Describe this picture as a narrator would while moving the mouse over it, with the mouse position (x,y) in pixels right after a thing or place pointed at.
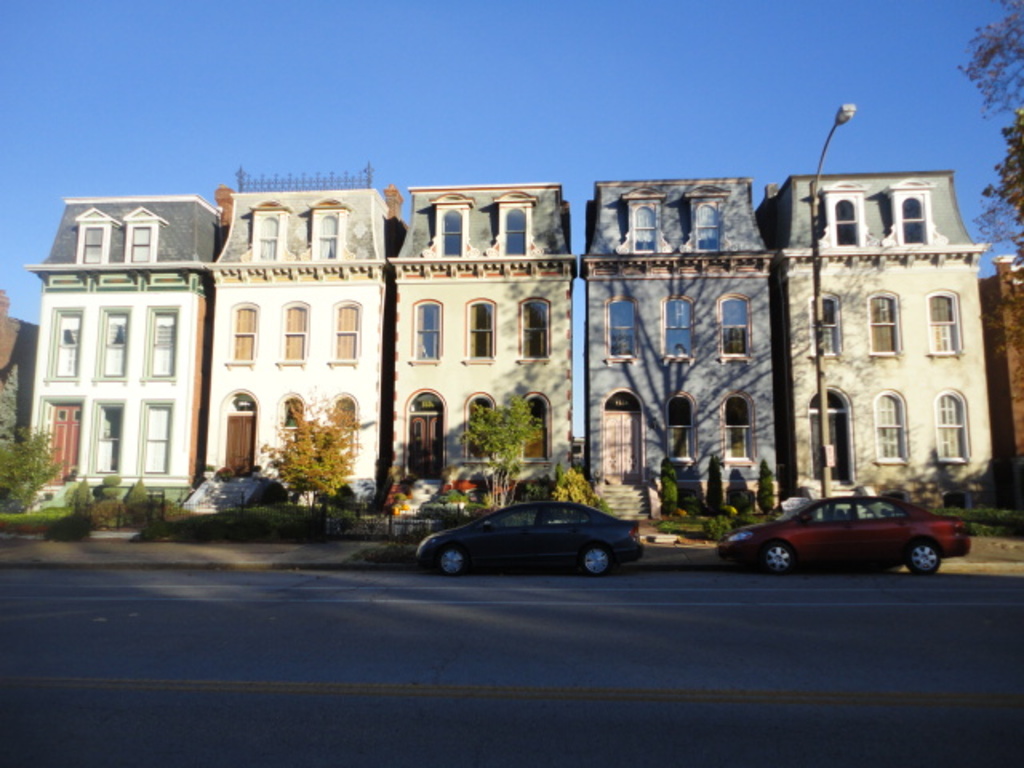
In this image there are two cars (774,541) parked on the road (505,575), behind the cars (522,541) there are plants (581,471), behind the plants (474,423) there are buildings (670,343) and there is a lamp post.
